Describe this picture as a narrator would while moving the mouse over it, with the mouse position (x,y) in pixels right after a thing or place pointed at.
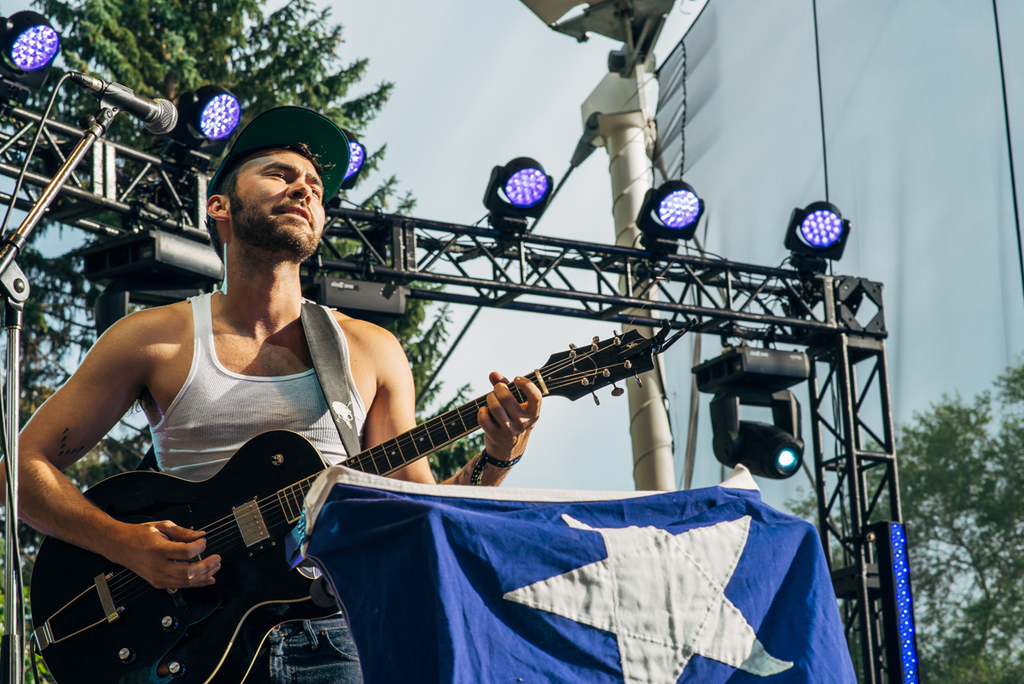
In this image I can see a man (152,565) is standing and holding a guitar (156,476). In the background (813,256) I can see number of lights (186,109) and trees (154,30).
